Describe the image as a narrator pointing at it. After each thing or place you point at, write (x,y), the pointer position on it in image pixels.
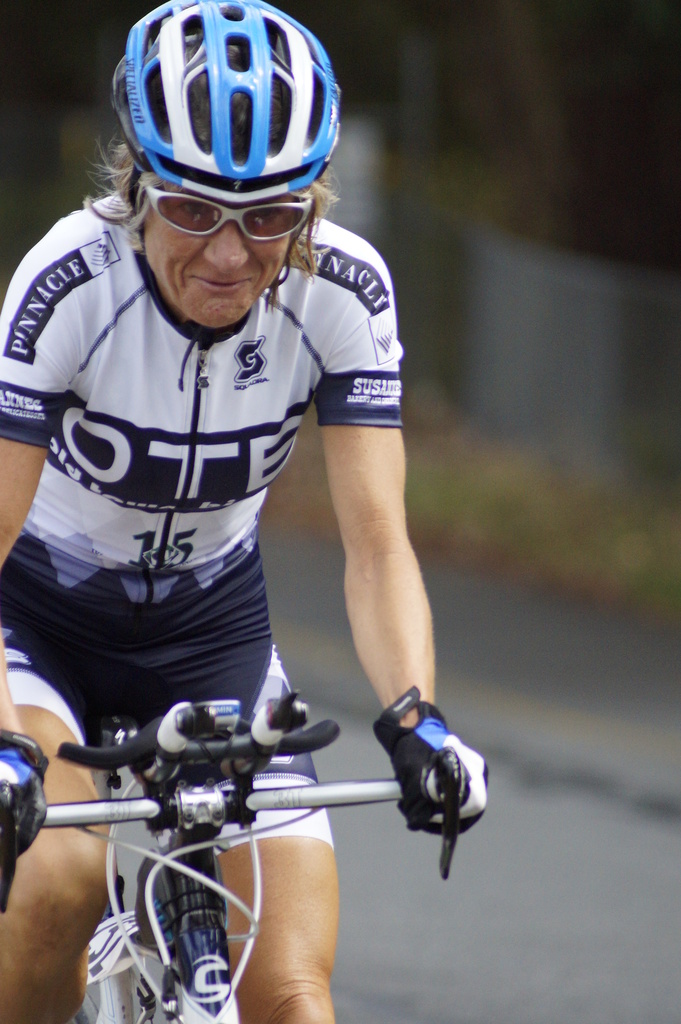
In this image I can see a person (217,602) is sitting on a bicycle (217,882). The person (173,538) is wearing helmet (169,100), glasses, hand gloves (408,823) and clothes (147,517). The background of the image (559,415) is blurred.
